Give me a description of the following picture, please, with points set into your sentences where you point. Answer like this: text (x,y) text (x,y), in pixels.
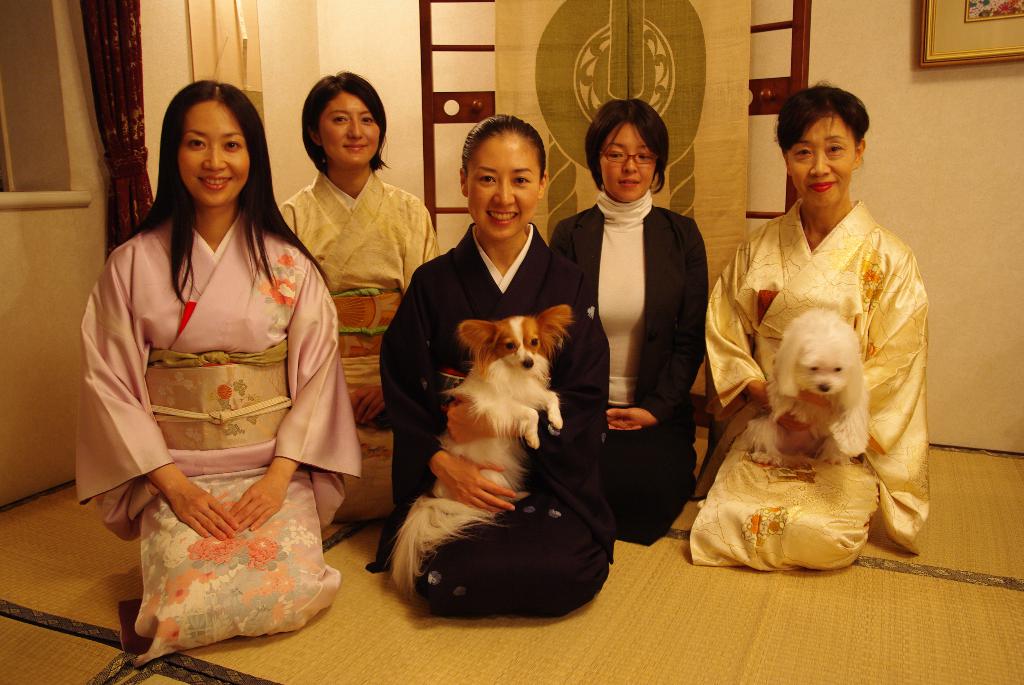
This is inside a room (912,238). Five ladies (262,271) are sitting in crouch position. Two of them are holding dogs (498,416). All of them are smiling. The wall (941,282) is white in color. There is a mat (679,659) in the floor (255,673) of the house (42,522). There is curtain (109,96). The lady (145,312) in the left (177,369) wearing pink dress (235,470). These two ladies (430,385) are wearing black dress (539,253) they are sitting in the middle (670,370). Another two ladies (830,268) are wearing cream color dress (772,303).
